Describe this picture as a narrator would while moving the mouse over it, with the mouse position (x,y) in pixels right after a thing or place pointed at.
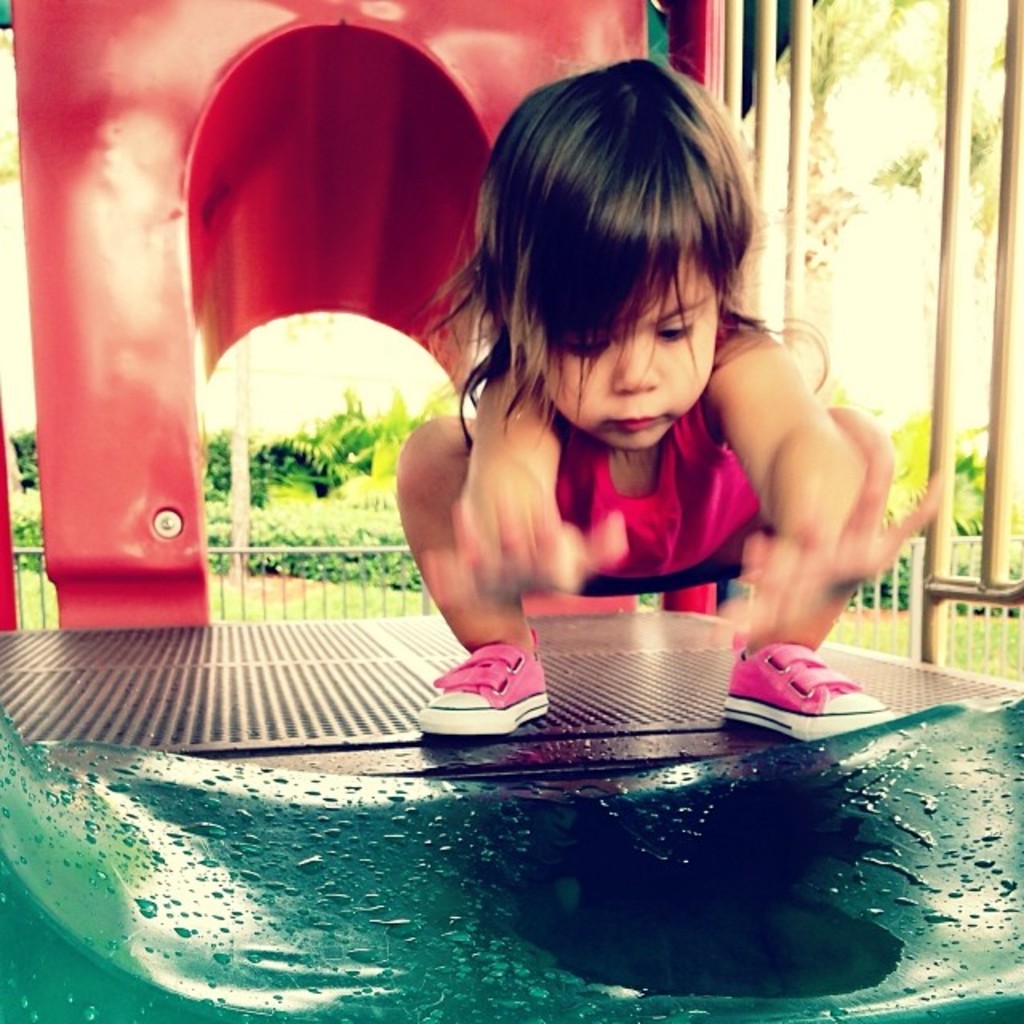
In the center of the image (375,678) we can see one platform (382,735). On the platform (682,750), we can see one kid (489,731), water (468,777) and a few other objects (708,862). In the background (944,308), we can see trees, plants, grass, fences (859,592), poles (1002,422), red color objects (123,558) and a few other objects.
